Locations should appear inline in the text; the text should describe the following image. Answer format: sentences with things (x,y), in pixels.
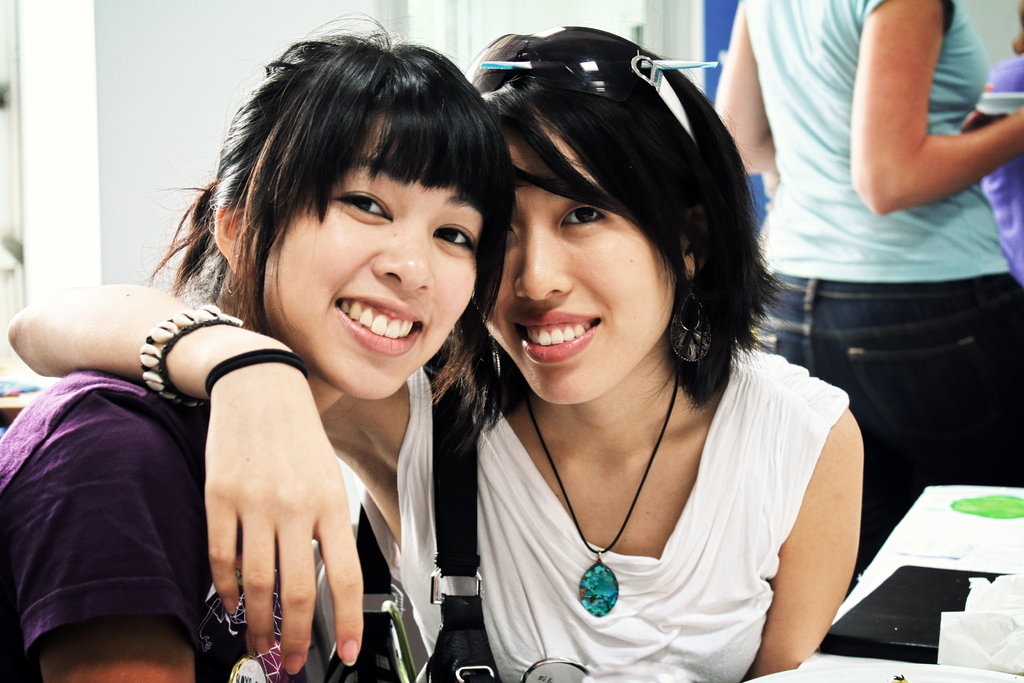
There are two women (493,463) sitting and smiling, in front of these two women (536,462) we can see plate (931,668), tissue paper (961,626) and objects (905,652) on the table (920,540). In the background (928,142) we can see people (1005,71) and wall (981,17).
